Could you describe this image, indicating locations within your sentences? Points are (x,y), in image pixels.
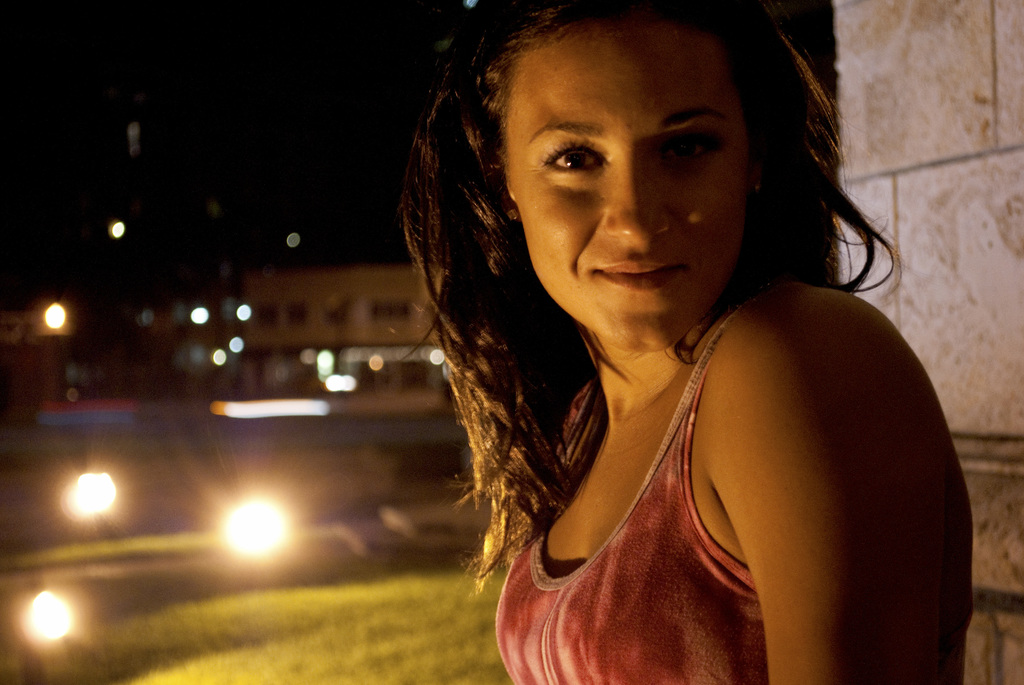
In this image we can see a woman (619,301) smiling. There is a wall (915,262) beside the woman (899,465). The background (336,291) is blurry with a building (325,320), lights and also grass (315,612).
